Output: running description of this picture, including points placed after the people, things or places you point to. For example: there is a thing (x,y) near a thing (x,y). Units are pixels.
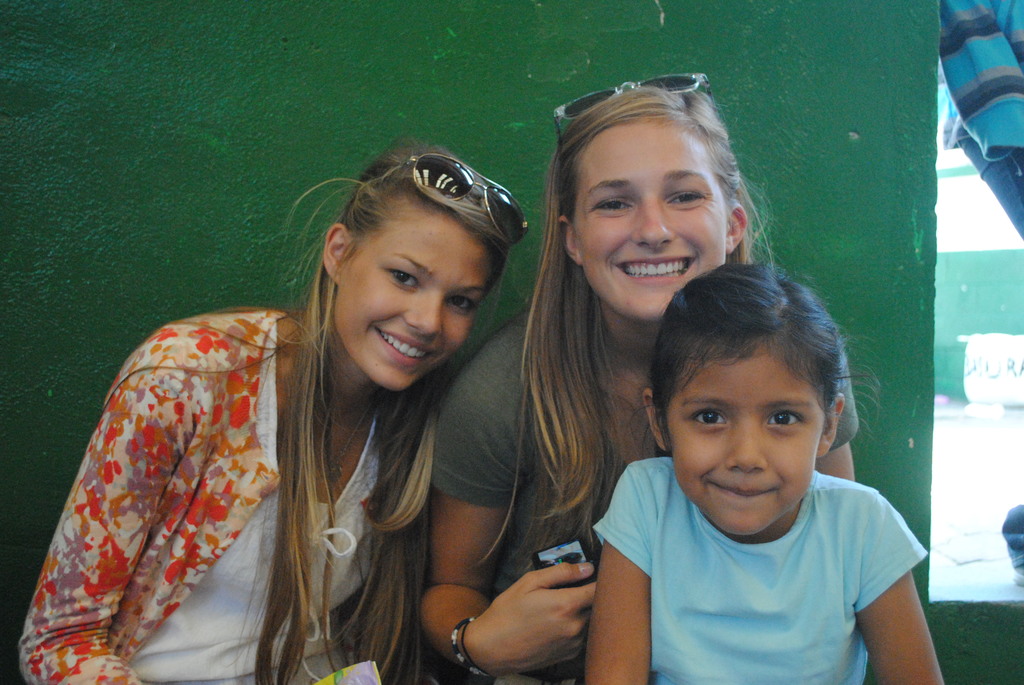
in the given picture i can see three people (932,671), towards left (107,599) a women (352,216) with red and light cream color jacket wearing goggles (514,235) on her head (407,234) and next to her there is a women (588,234) who is smiling and wearing a brown color t shirt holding a camera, towards brown color t shirt women (699,269) there is a girl (759,387) who is sitting in front of this people (738,178) i can see green color wall (836,41).
